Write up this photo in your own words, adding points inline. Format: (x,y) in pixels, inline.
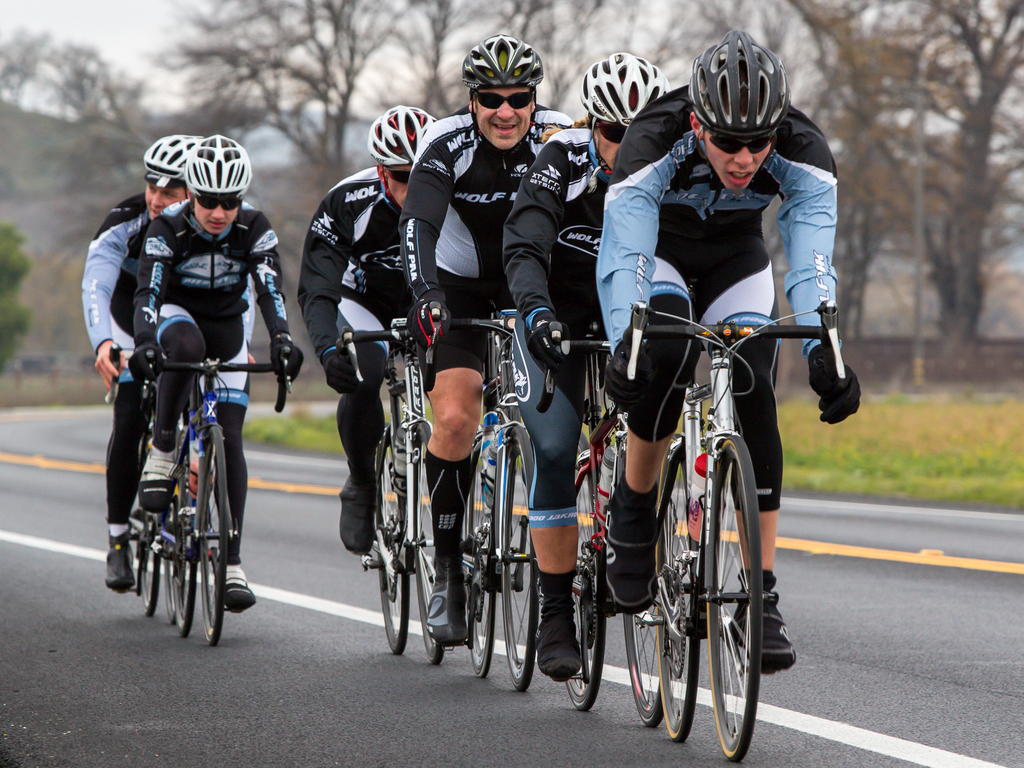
In this picture there are group of people (523,295) riding bicycles (698,443) on the road (1019,744). At the back (35,329) there is a mountain (11,195) and there are trees (857,318) and there is a pole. At the top (374,91) there is sky (374,91). At the bottom (790,615) there is a road (790,615) and there is grass (862,458).
